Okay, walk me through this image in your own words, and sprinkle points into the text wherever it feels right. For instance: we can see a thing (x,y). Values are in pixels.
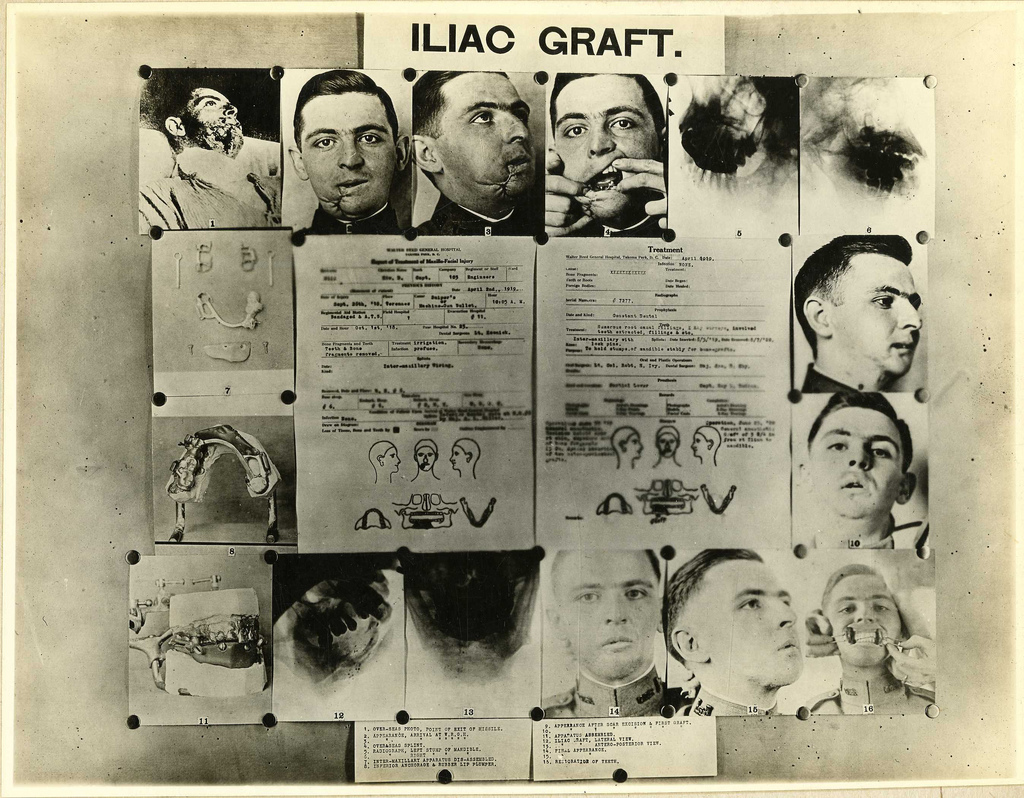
In this image at the center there are many pictures (327,143) of the persons (900,446).
